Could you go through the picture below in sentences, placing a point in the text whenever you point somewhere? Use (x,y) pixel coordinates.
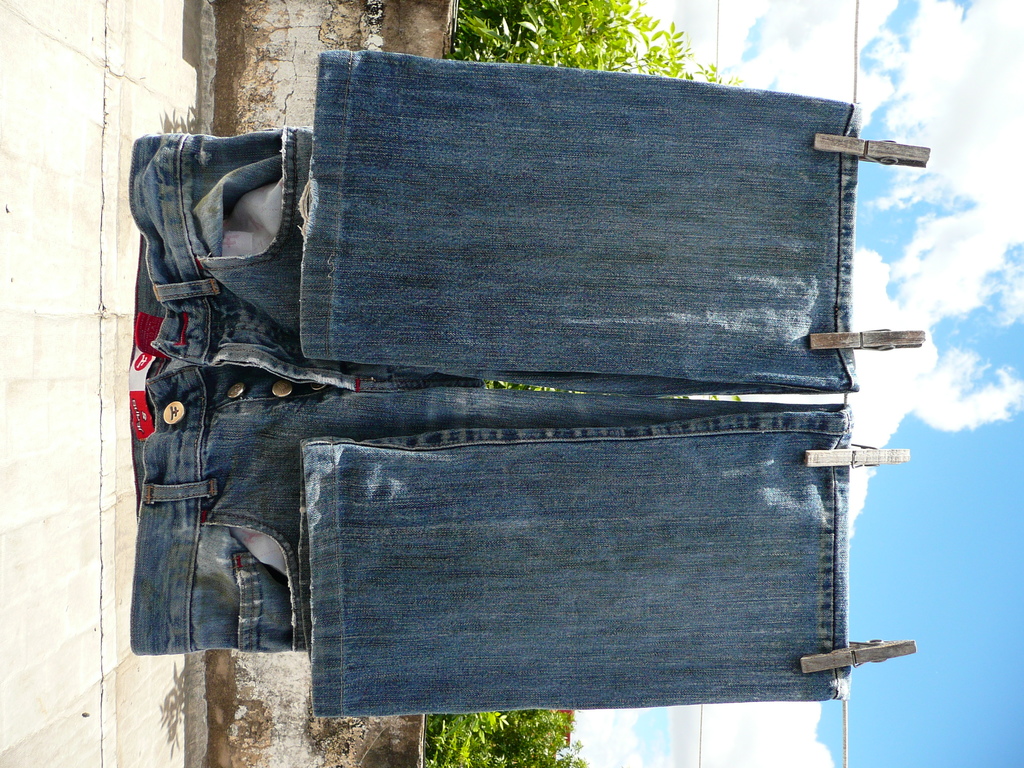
In the image there is a jeans pant (528,203) hanging to a rope (847,702), this is vertical image, in the back (506,746) there are plants (559,44) and above its sky (974,406) with clouds (963,143).
